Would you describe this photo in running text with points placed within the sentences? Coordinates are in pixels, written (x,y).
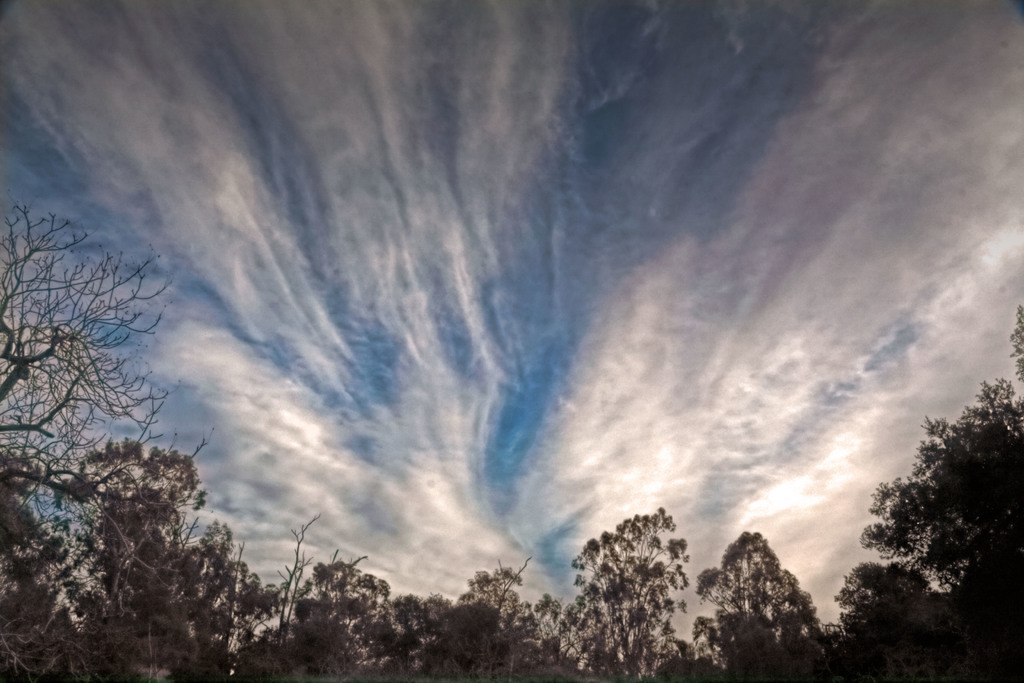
There are tree (75,477) in the foreground area of the image (757,577) and sky (557,332) in the background area (536,301).
